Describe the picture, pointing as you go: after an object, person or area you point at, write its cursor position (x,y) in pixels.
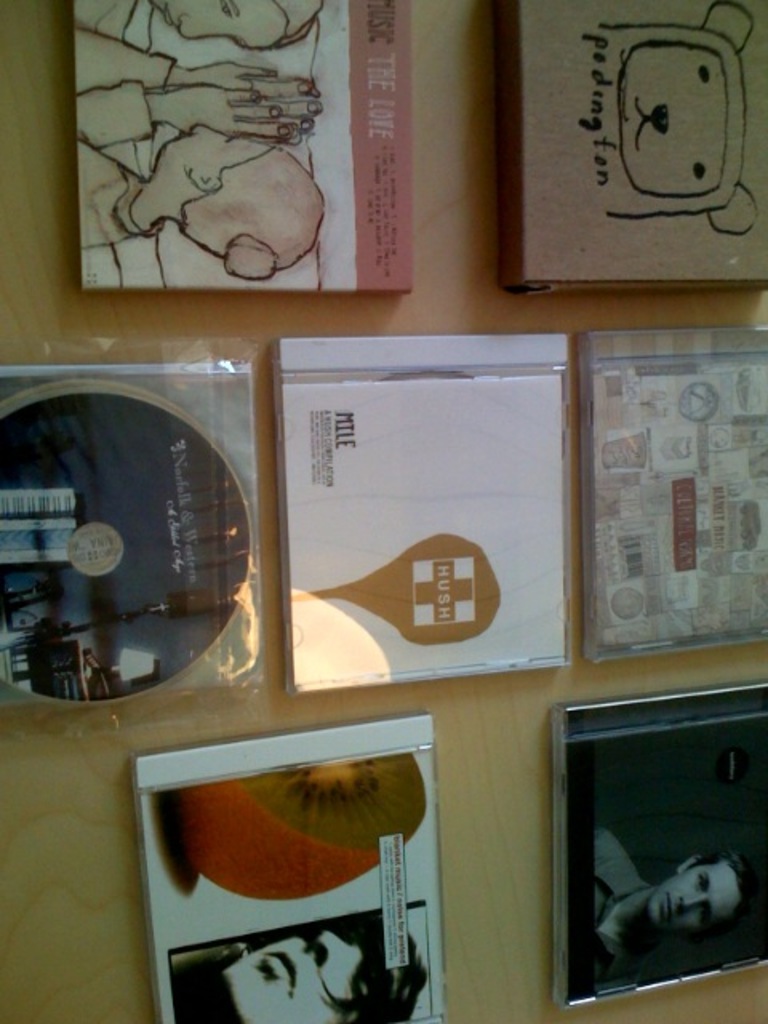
We can see CD's (718,609) and boxes (313,116) on the wooden surface (441,199).
